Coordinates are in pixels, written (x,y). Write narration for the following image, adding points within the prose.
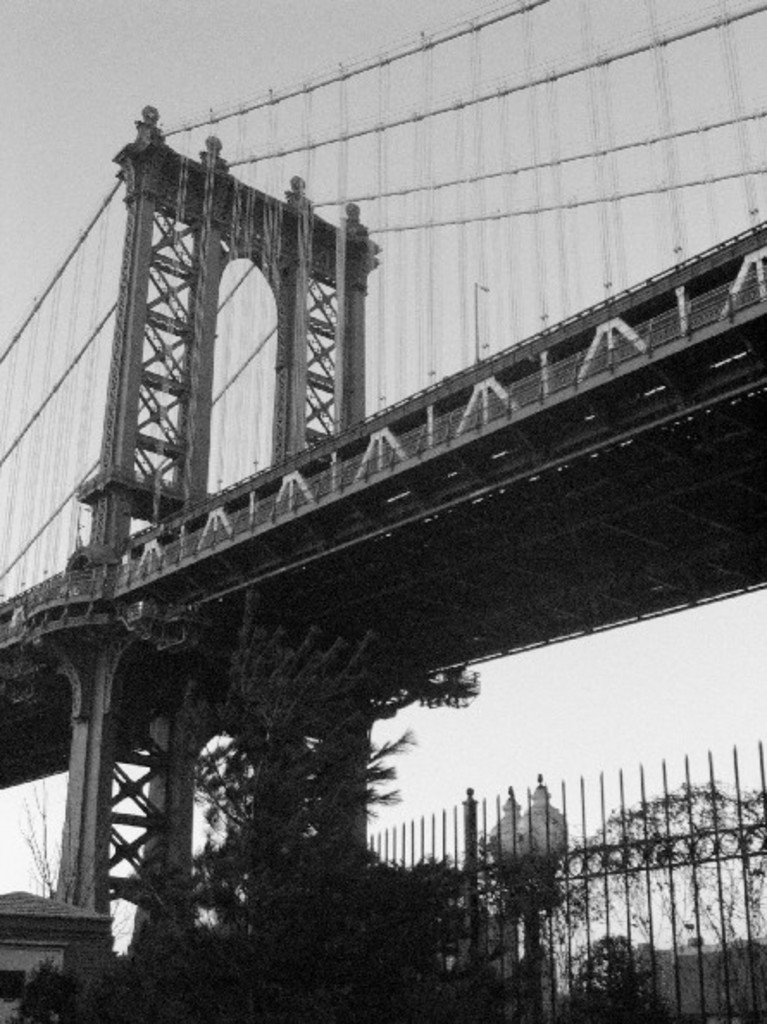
It is a black and white image, there is a bridge (118,560) and around the bridge (335,205) there is a fencing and on the ground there are some trees (520,972).
